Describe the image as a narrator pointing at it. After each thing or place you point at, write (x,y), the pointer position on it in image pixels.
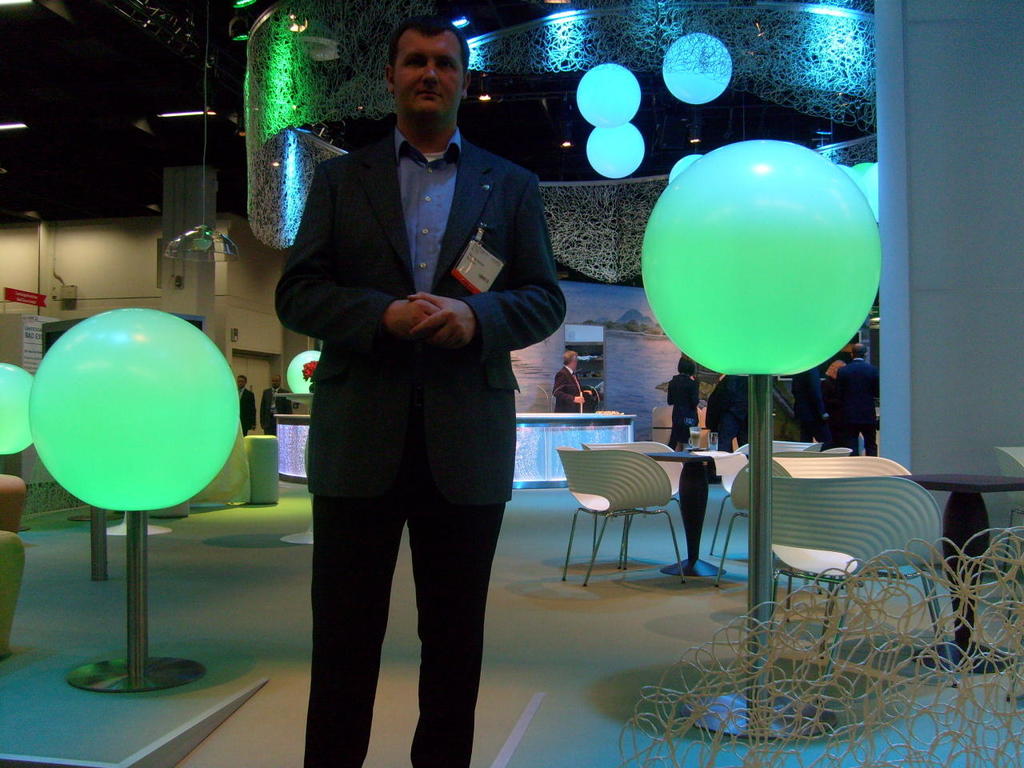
This person (433,450) is standing and wore suit (473,307). On top (618,148) there are lights (626,101). This is a ball (754,291) with pole (752,425). We can able to see chairs (675,466) and tables (689,456). Some persons (852,403) are standing.
